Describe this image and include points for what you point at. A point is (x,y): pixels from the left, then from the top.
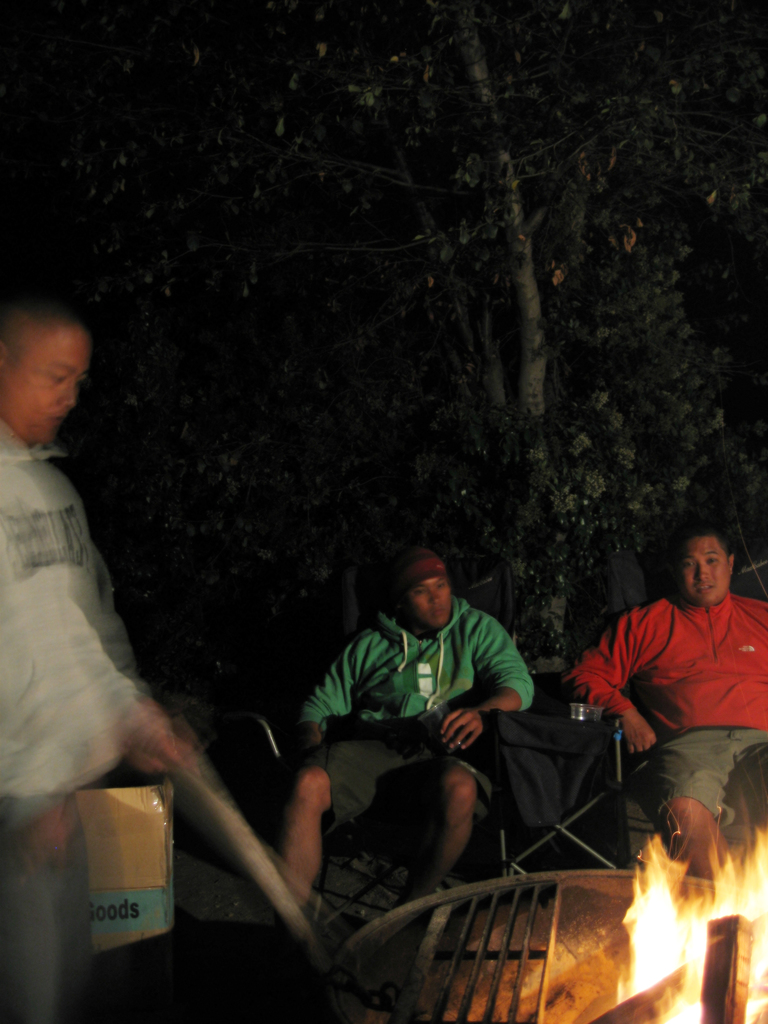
There is a person (58,875) standing on the left side of the image (79,580) and fire (666,954) in the bottom right side (645,968), there are people (416,607) sitting in the center (484,617) and greenery (374,312) in the background (374,312).
